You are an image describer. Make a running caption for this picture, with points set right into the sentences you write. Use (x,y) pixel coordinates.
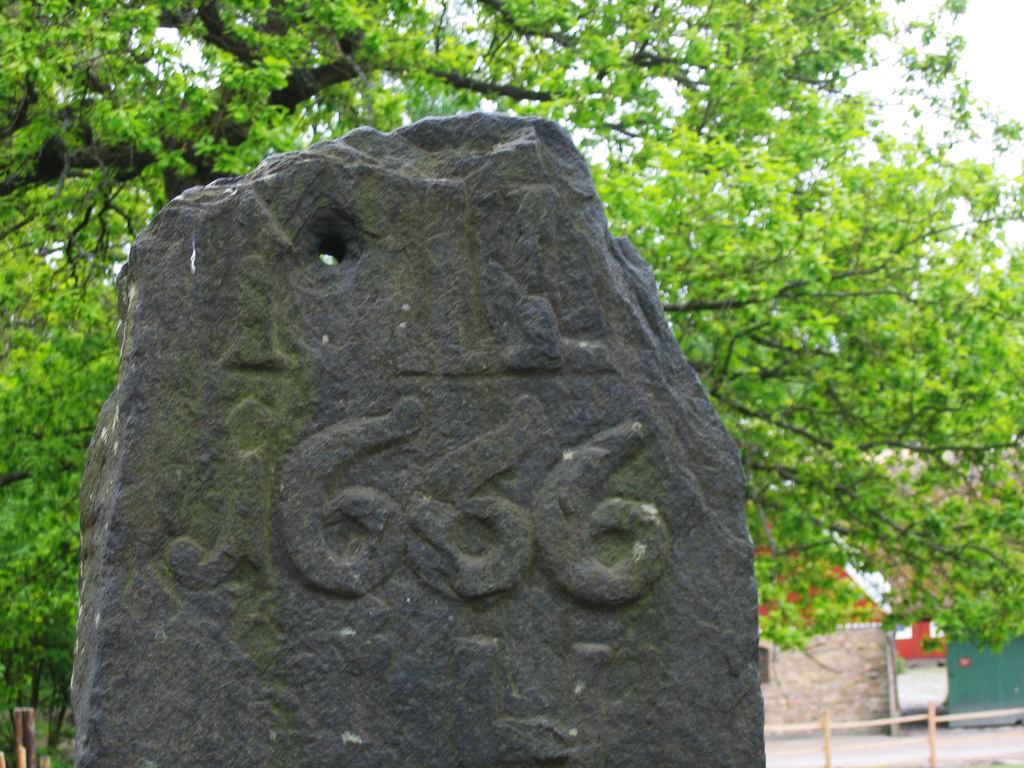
This is a stone (548,538) and there is a wall (873,686). In the background (45,357) we can see trees (63,35) and sky (986,75).
